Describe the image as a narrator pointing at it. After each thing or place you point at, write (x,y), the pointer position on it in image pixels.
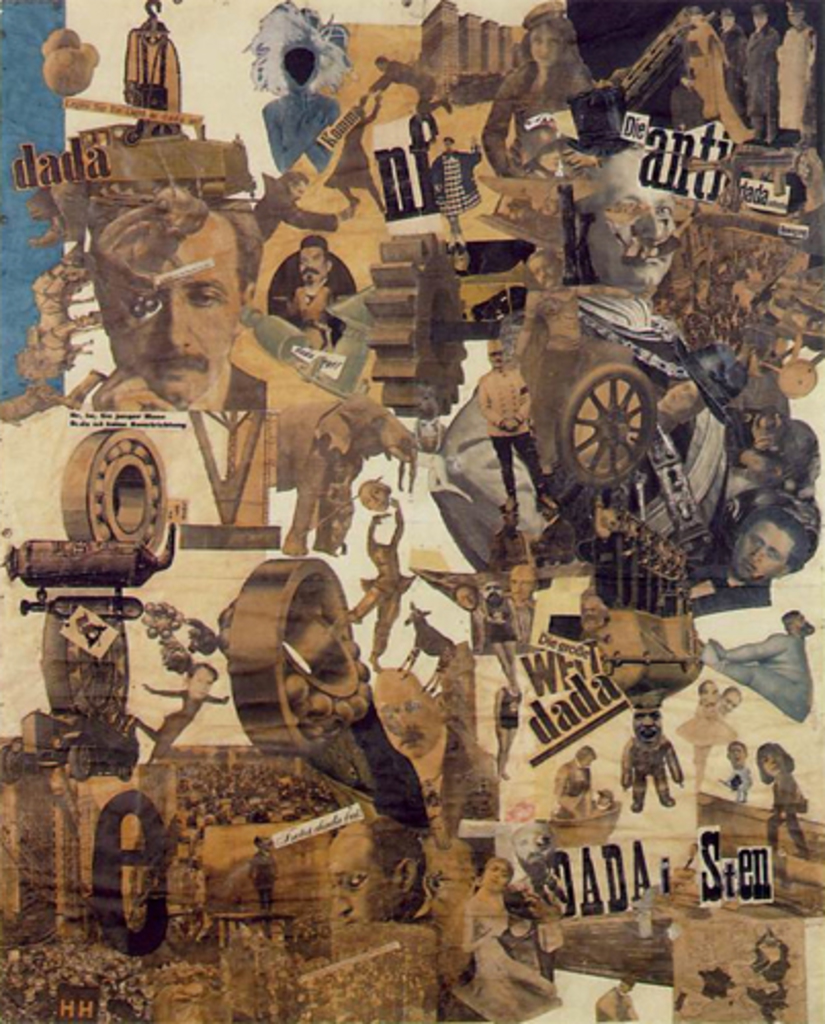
In this picture we can see a poster (644,666), on this poster (464,968) we can see people (537,920), animal (414,649), wheel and text (542,661).
